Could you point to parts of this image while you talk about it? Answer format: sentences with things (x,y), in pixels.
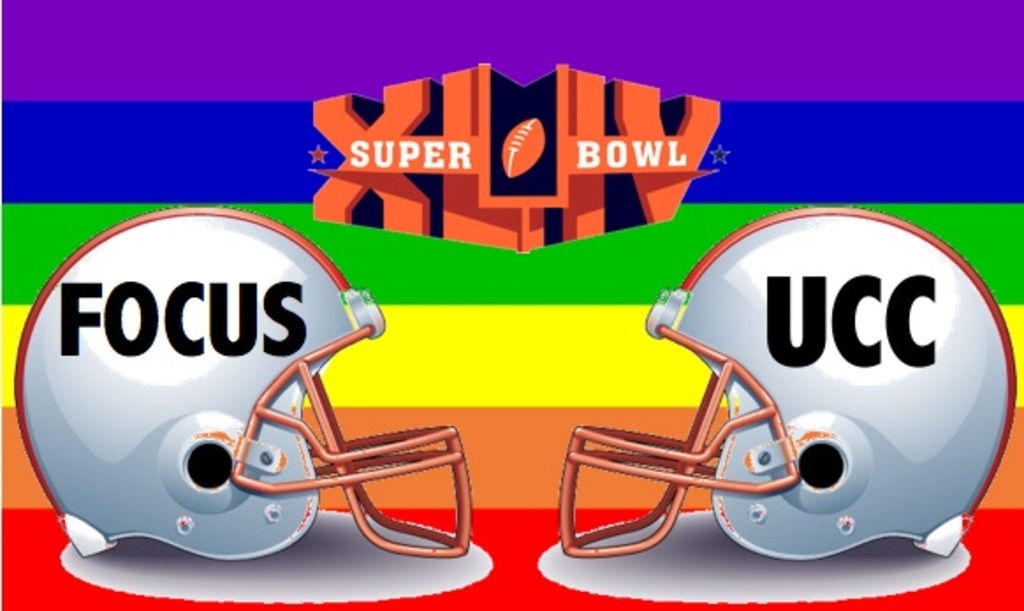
In this picture I can see there are two helmets (253,412) placed on the red color surface (48,595) and there is something written on it. There is something written in the backdrop (138,177) and there are different colors.
